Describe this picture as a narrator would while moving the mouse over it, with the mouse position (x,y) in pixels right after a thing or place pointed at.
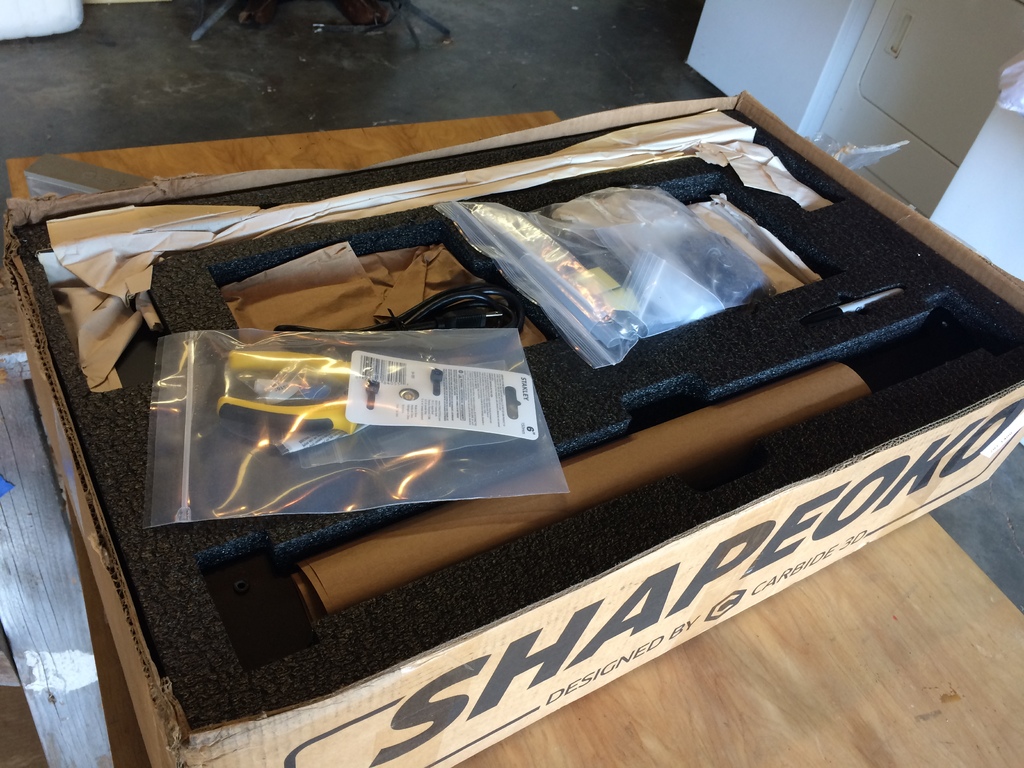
In this image, we can see a carton box (536,646) with few objects (523,446). This carton box (622,580) is placed on the wooden surface (706,718). Top of the image (246,112), we can see floor (356,90) and few objects (975,167).
